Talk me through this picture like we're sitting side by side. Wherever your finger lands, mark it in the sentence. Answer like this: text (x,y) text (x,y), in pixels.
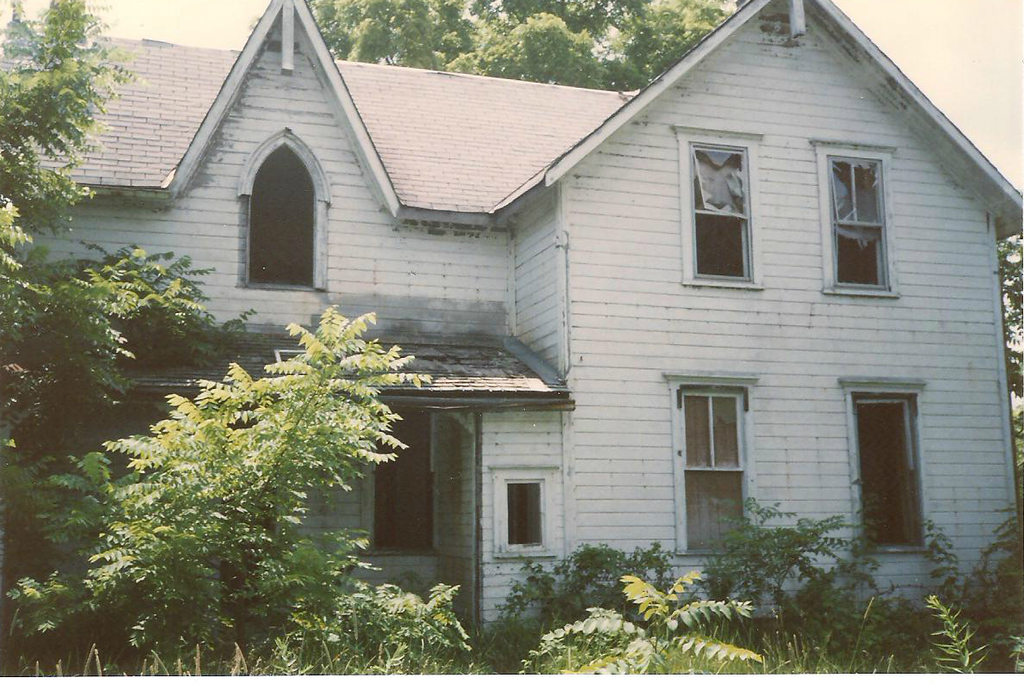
In this image I can see trees (53,294) and a building (589,379) which has windows (505,533). There are trees (476,44) at the back (512,27) and there is sky (959,61) at the top (959,61).
